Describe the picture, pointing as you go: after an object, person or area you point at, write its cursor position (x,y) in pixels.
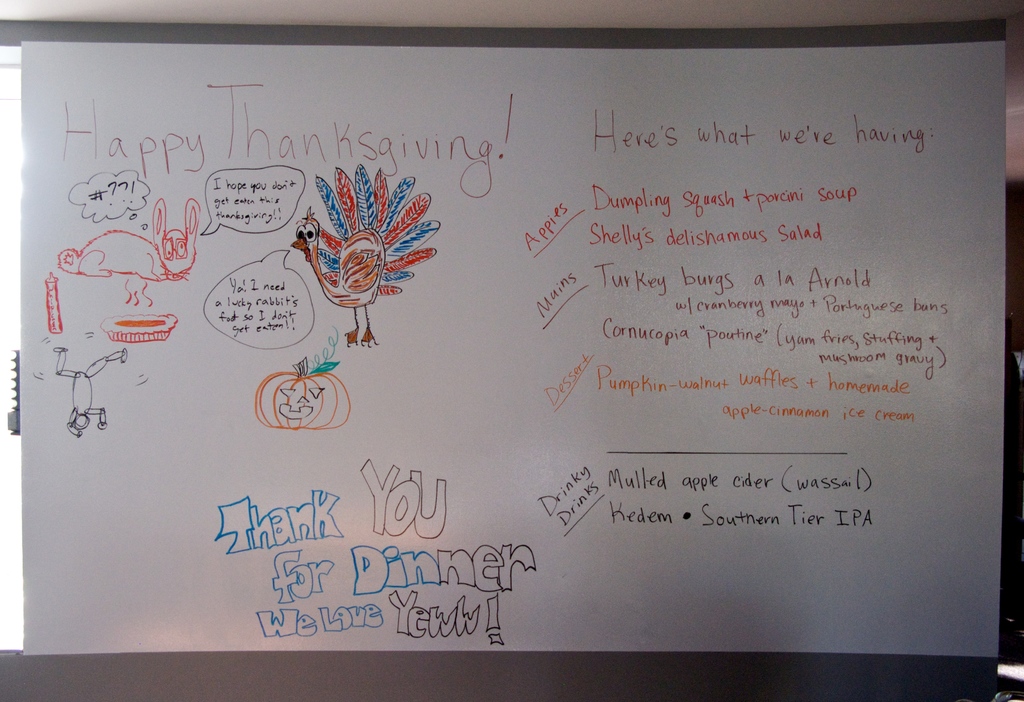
In this image I can see a white paper (354,345) attached to a board (193,31). On this paper (418,453), I can see some text (260,530) and few drawings (318,220).
